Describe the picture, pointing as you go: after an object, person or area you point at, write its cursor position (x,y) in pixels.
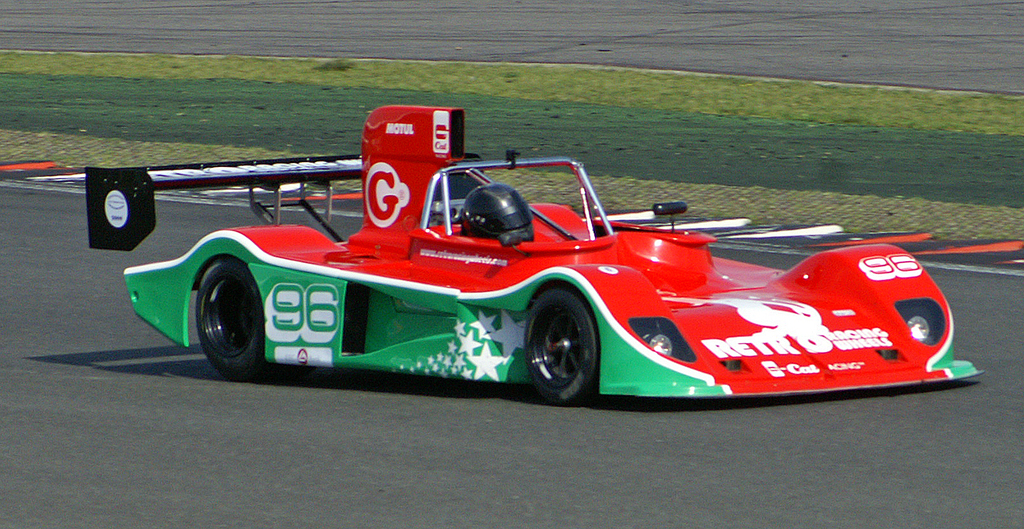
In this picture we can see a race car (607,391) on the road (295,210), helmet (528,212) and in the background (64,109) we can see the grass (909,127).
